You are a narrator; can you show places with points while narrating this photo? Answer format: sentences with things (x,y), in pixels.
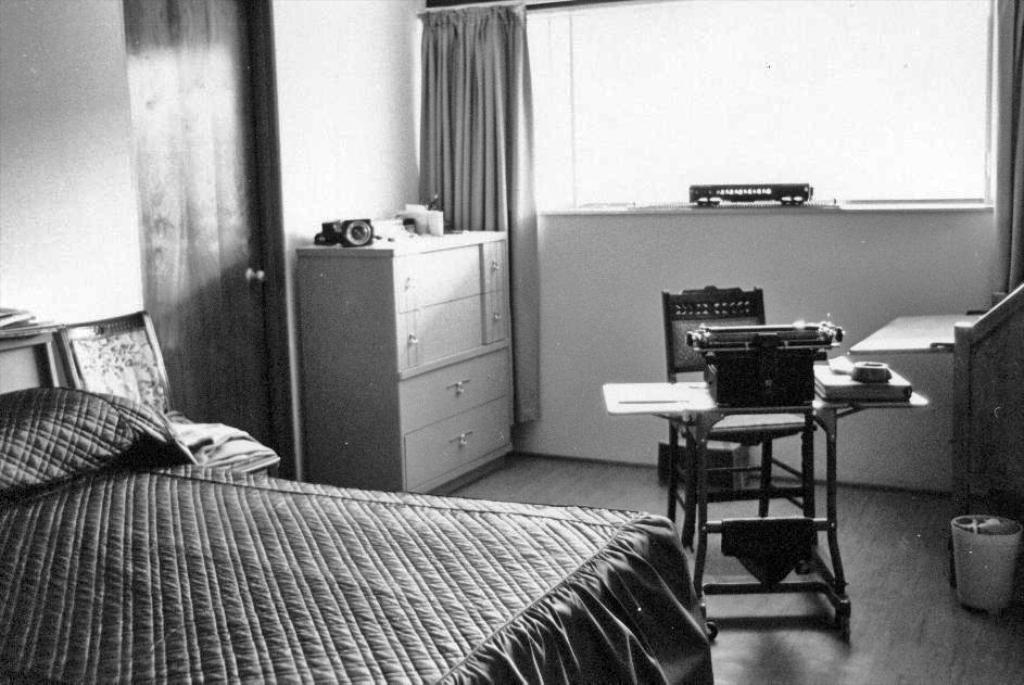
This is a black and white picture. Here we can see window (541,104), curtains (473,119) and door (220,249). On the desk (425,319) we can see camera (345,221). Here on a table (813,411) we can see a machine (737,335). This is a chair (682,322). This is a floor (787,606) and a dustbin (959,593). Here we can see bed (285,598) with blanket (293,556) and cushions (122,449) on it. This is a wall (107,184).
